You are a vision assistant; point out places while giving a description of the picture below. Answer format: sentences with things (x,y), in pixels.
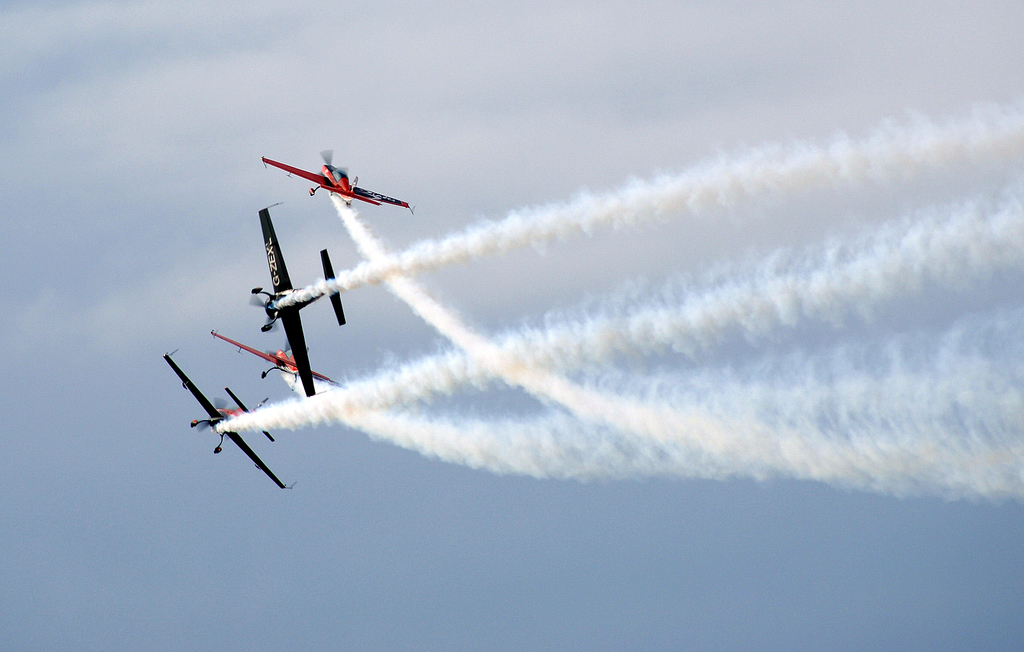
In this image I can see few aircraft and they are in black and red color. In the background (116,430) I can see the sky (88,304) in blue and white color.
